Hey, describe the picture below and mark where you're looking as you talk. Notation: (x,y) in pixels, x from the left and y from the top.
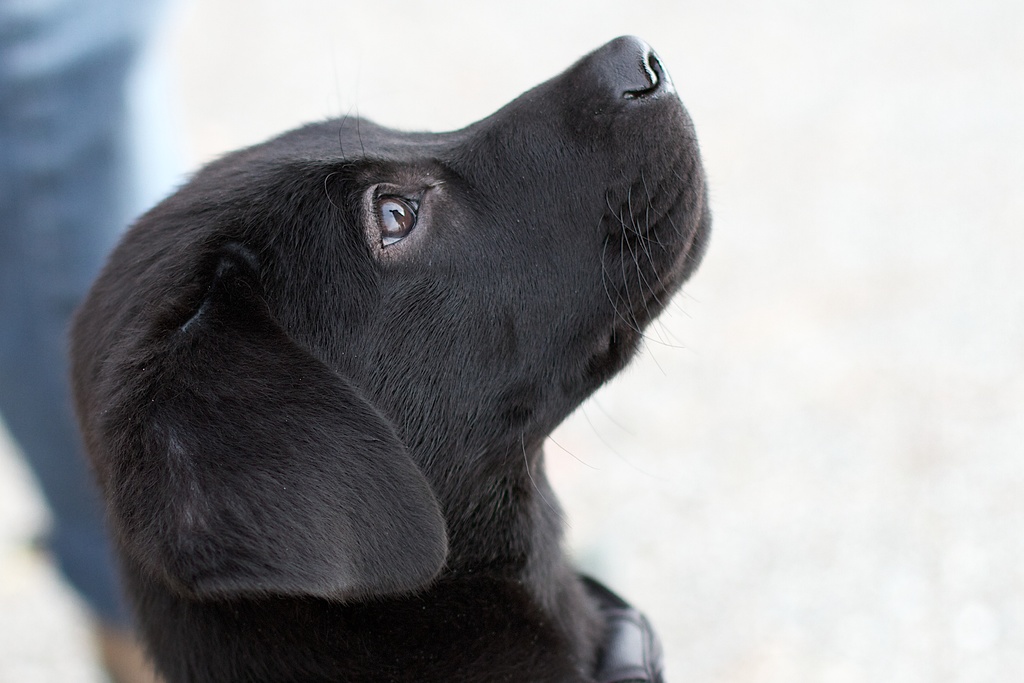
In this image, we can see a black dog (367,455). Background (1001,262) there is a blur view. Here we can see a blue color.
